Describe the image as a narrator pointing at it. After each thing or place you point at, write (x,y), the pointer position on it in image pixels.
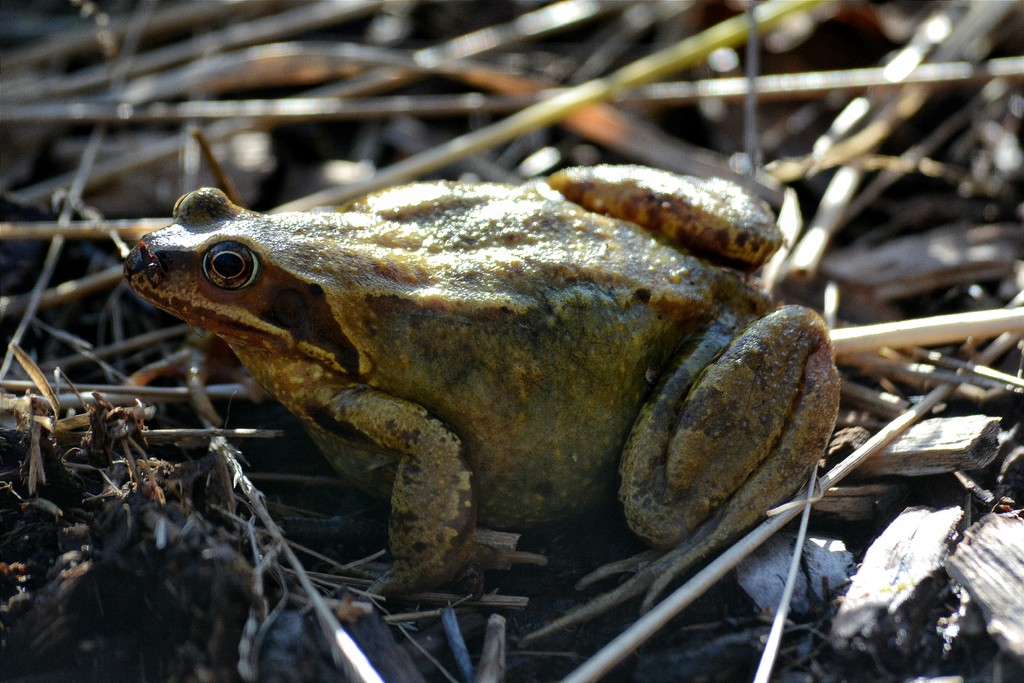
In this image, we can see a frog (439,263) on sticks (929,317). In the background (794,115), image is blurred.
